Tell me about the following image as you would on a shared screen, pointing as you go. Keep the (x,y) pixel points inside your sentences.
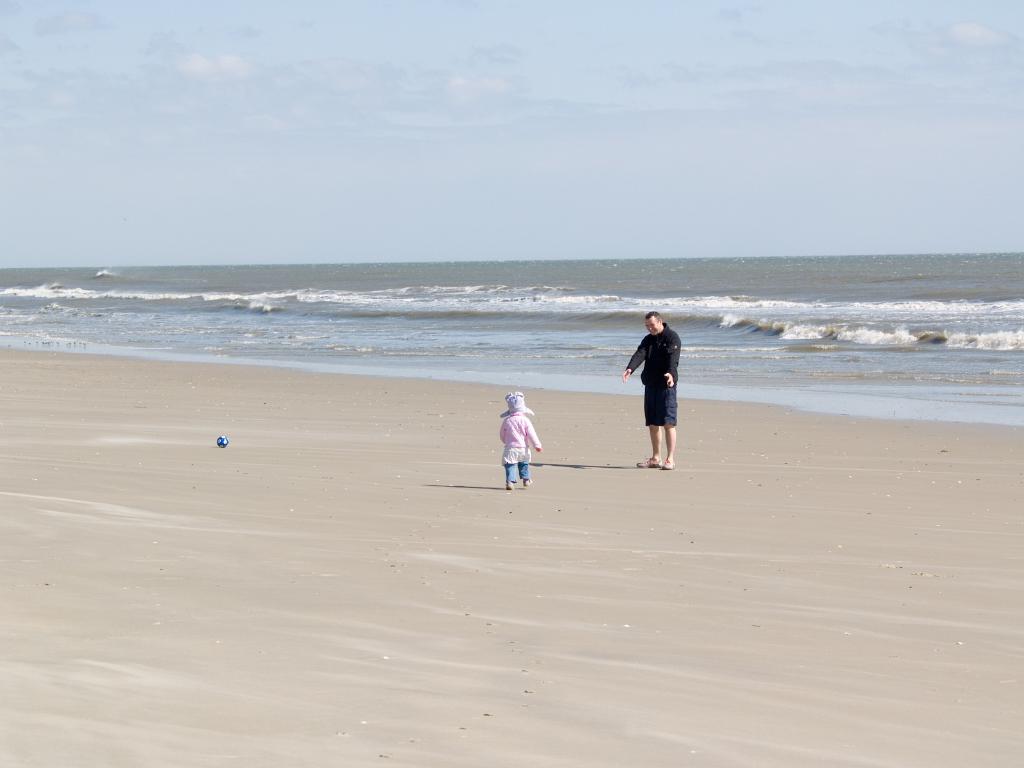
In the foreground of this image (540,476), there is a kid (525,428) and a man (671,419) on the sand (552,555). We can also see a ball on the sand (247,415). In the background (791,302), there is water (850,317) and the sky (572,77).
